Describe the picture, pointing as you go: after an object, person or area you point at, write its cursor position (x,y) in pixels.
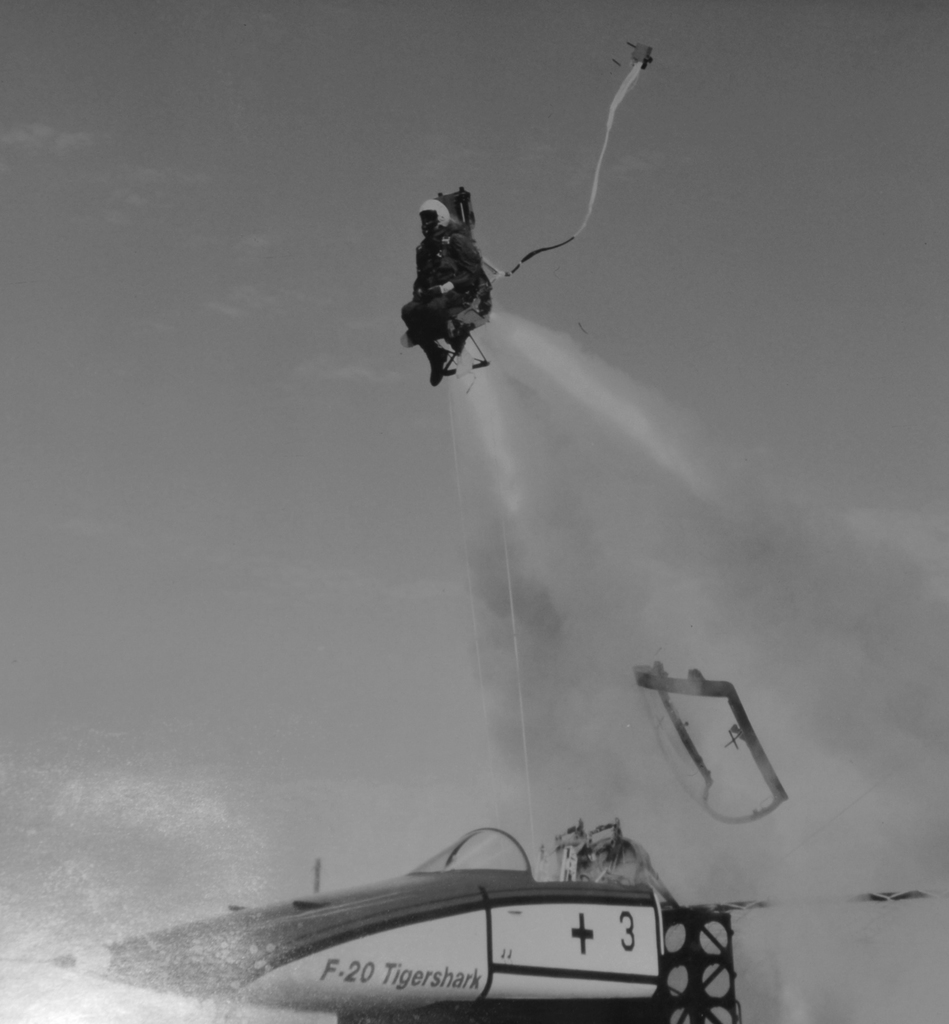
Here in this picture we can see a jet plane (557,941) present and above it we can see a person (437,292) ejected in air (504,375) with his seat (453,336) and we can also see clouds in sky (261,412).
